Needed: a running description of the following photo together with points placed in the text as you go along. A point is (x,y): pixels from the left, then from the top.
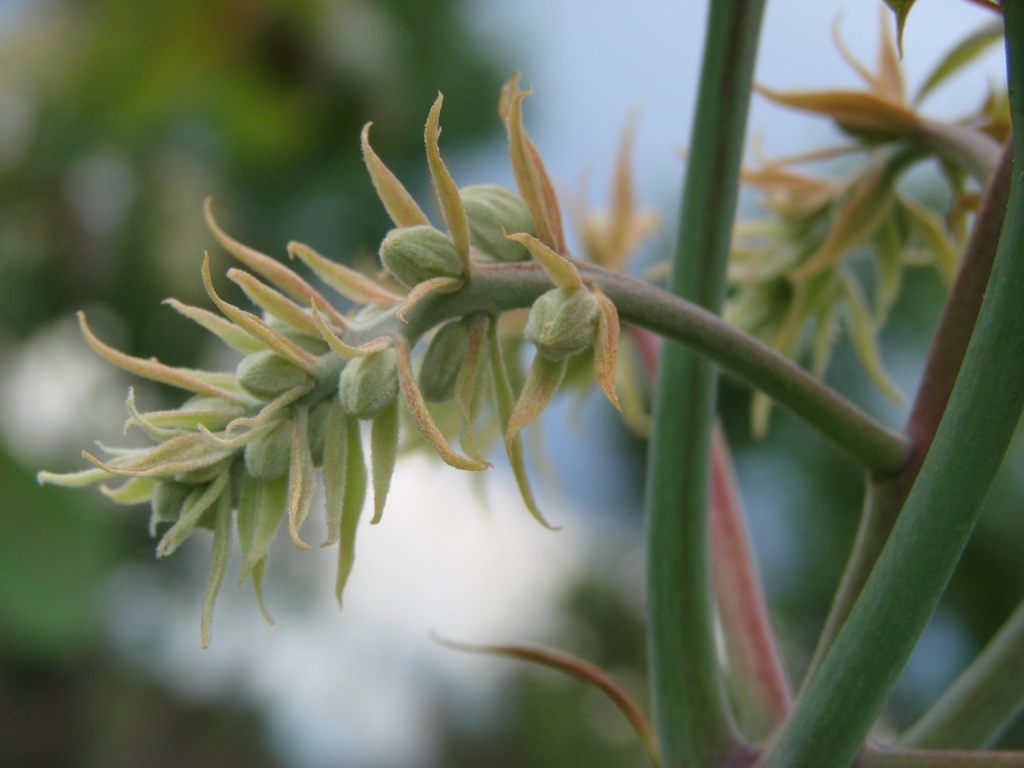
In this picture we can see plants (668,501) and in the background (71,367) we can see leaves (307,36) and it is blurry.
